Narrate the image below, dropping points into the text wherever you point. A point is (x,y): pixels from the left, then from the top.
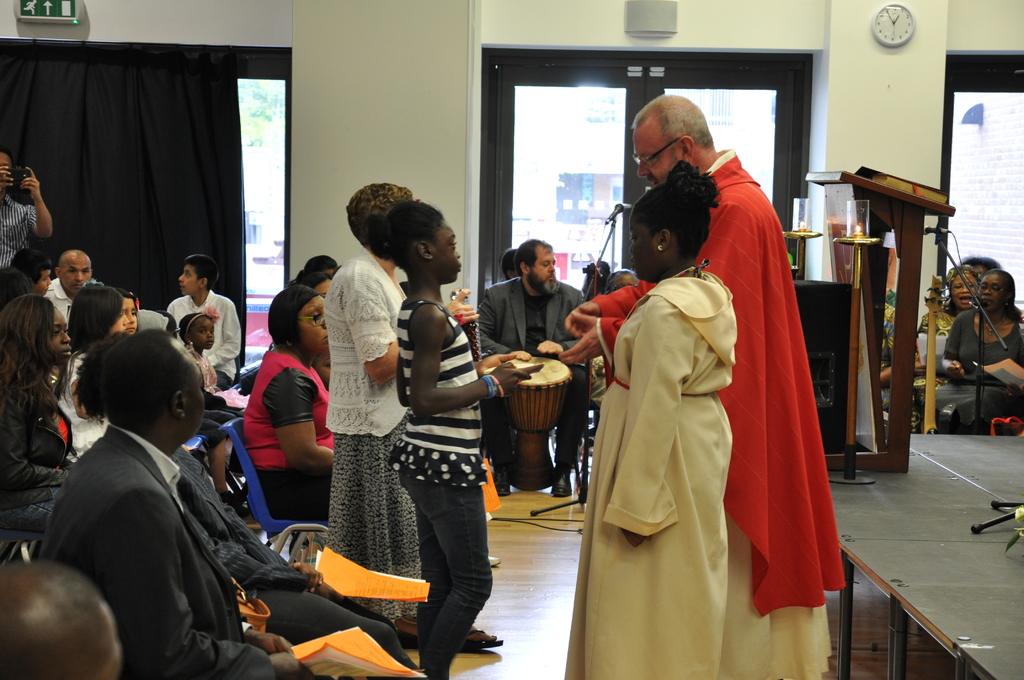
In this image we can see group of people (150,577) holding papers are sitting on chairs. One person (33,213) is holding a mobile (15,177) in his hand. In the center of the image (682,334) we can see some persons (640,372) standing. To the right side of the image (982,306) we can see the microphone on stand (978,363), podium (879,335), some candles (851,231) on stands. In the background (210,160), we can see a musical instrument (550,391), curtains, windows (1006,139), door (614,77), signs board (33,12) and tree (270,120).
